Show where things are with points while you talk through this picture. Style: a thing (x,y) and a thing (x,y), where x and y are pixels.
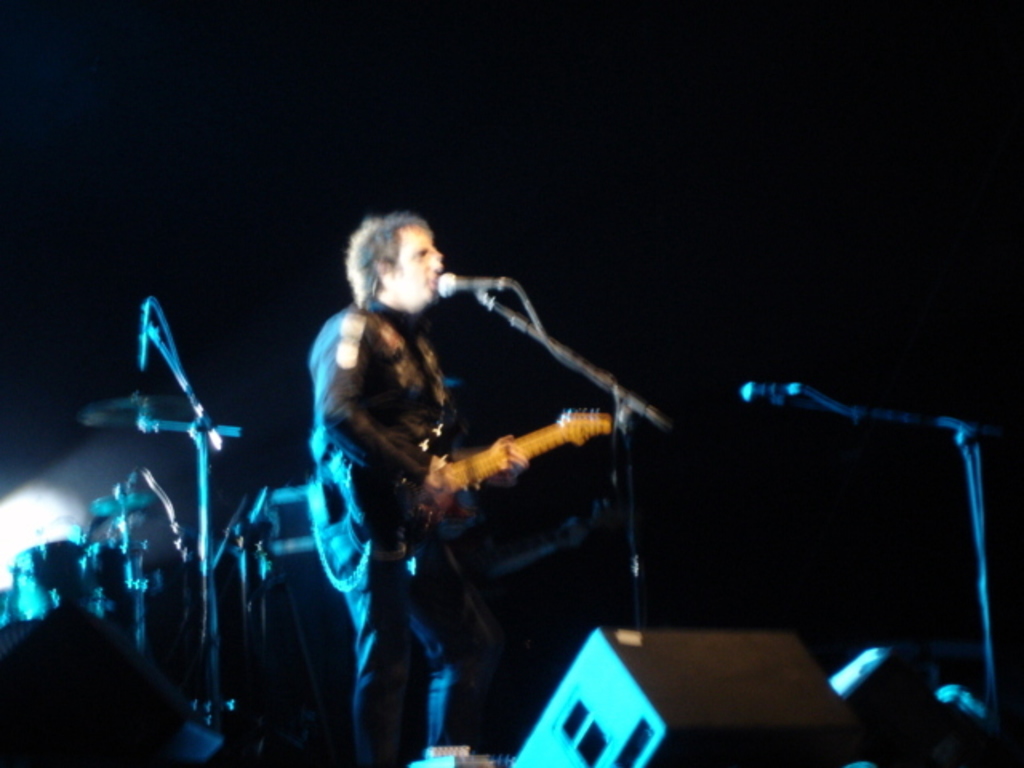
In this image I see a man (381,238), who is holding a guitar (568,412) and is standing in front of a mic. In the background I see a musical Instrument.
